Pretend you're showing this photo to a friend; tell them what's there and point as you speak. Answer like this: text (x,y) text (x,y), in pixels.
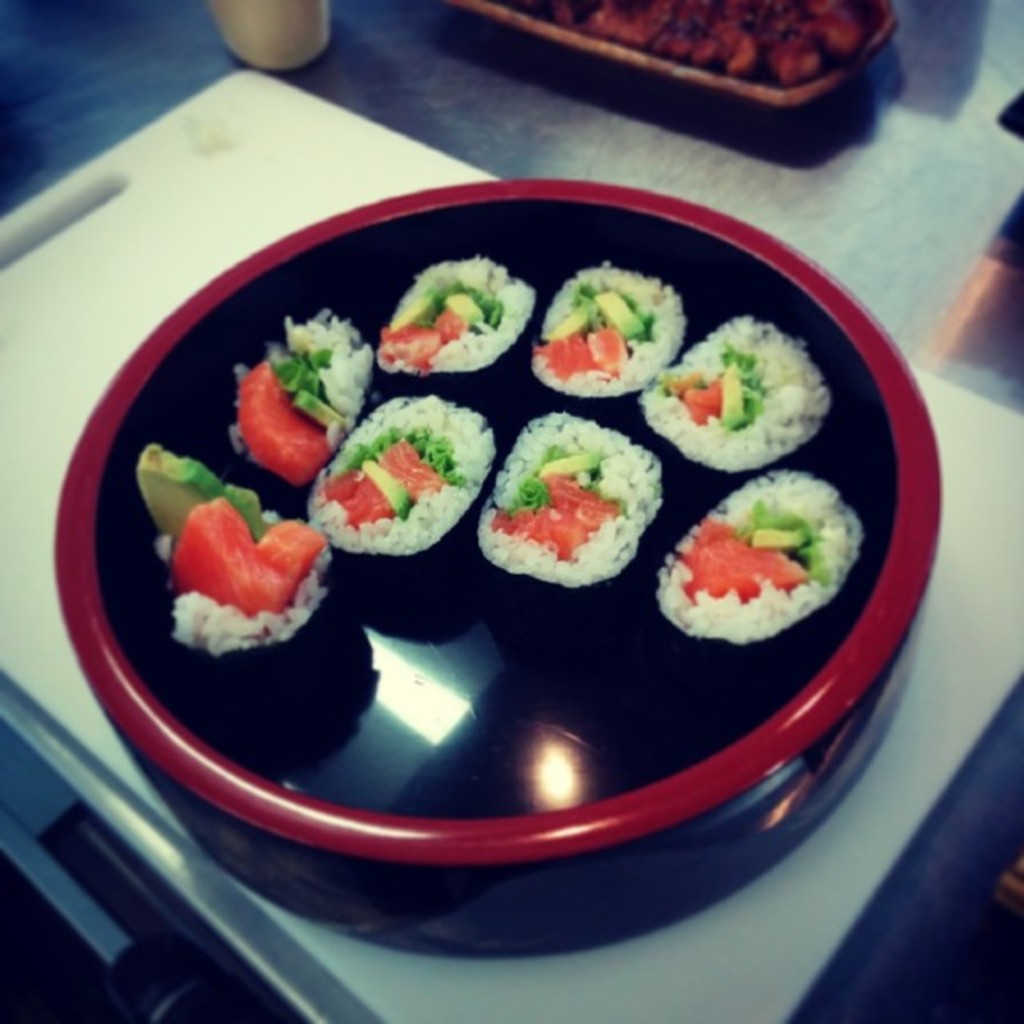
In this image there is a box (564,709) in which there are rice balls (486,442). The box (621,675) is on the white cutter (221,186). At the top (316,57) there is a cup (270,24) on the left side (250,16) and a tray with some food (742,41) on the right side (744,41).
